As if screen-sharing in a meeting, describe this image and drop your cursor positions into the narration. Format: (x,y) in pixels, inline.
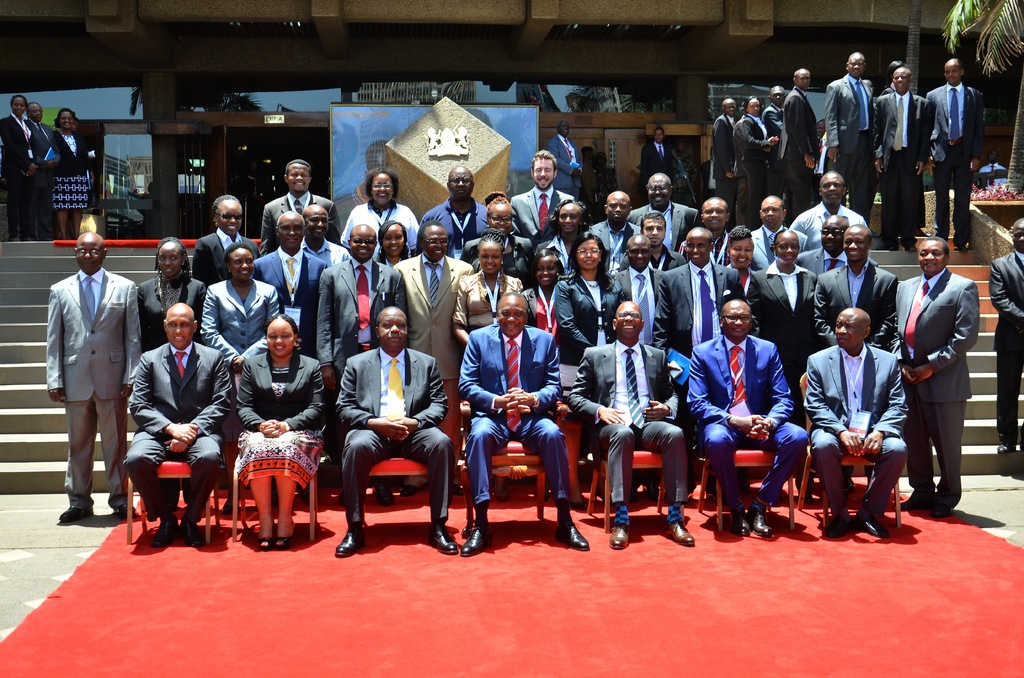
In this picture there are people (529,276) in the center of the image (606,284) and there are other people (854,185) on the right (854,185) and left side of the image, there are stairs (23,276) behind them, there is a building (202,136) in the background (770,15) area of the image, there is a tree (917,32) in the top right side of the image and there is a red color carpet (920,564) at the bottom side of the image (903,575).
